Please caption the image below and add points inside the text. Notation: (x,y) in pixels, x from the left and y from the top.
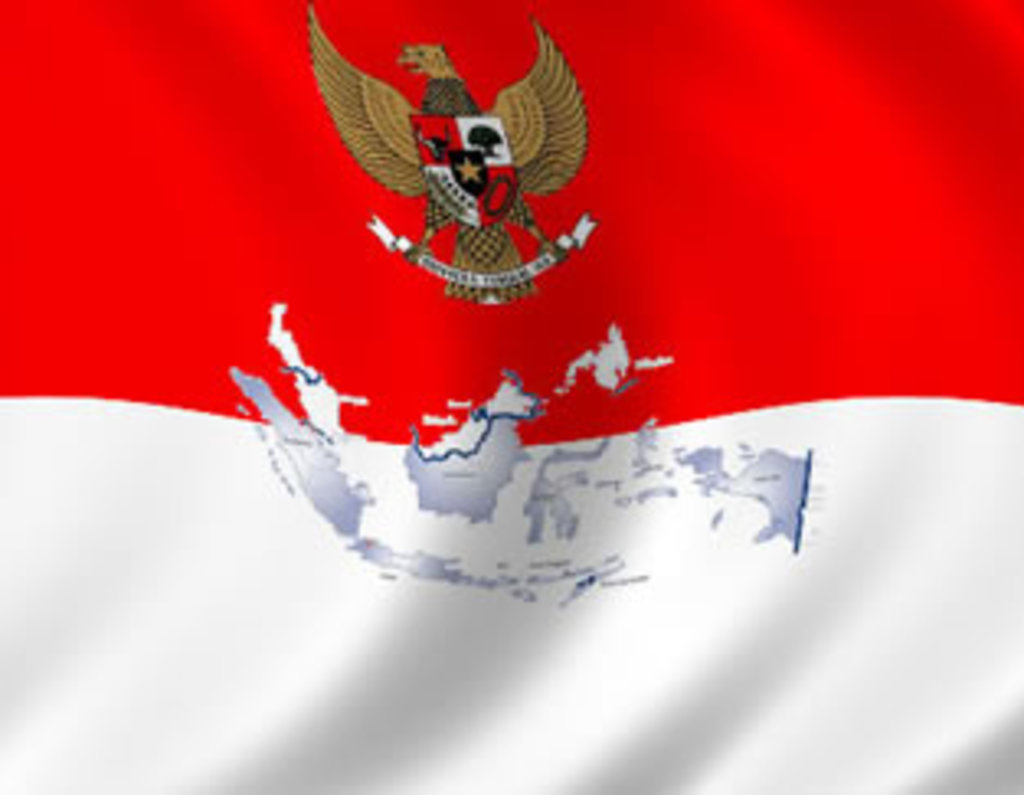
This picture shows a flag (662,667) and we see a map (512,414) and a bird (435,218) on it. It is red and white in color.
